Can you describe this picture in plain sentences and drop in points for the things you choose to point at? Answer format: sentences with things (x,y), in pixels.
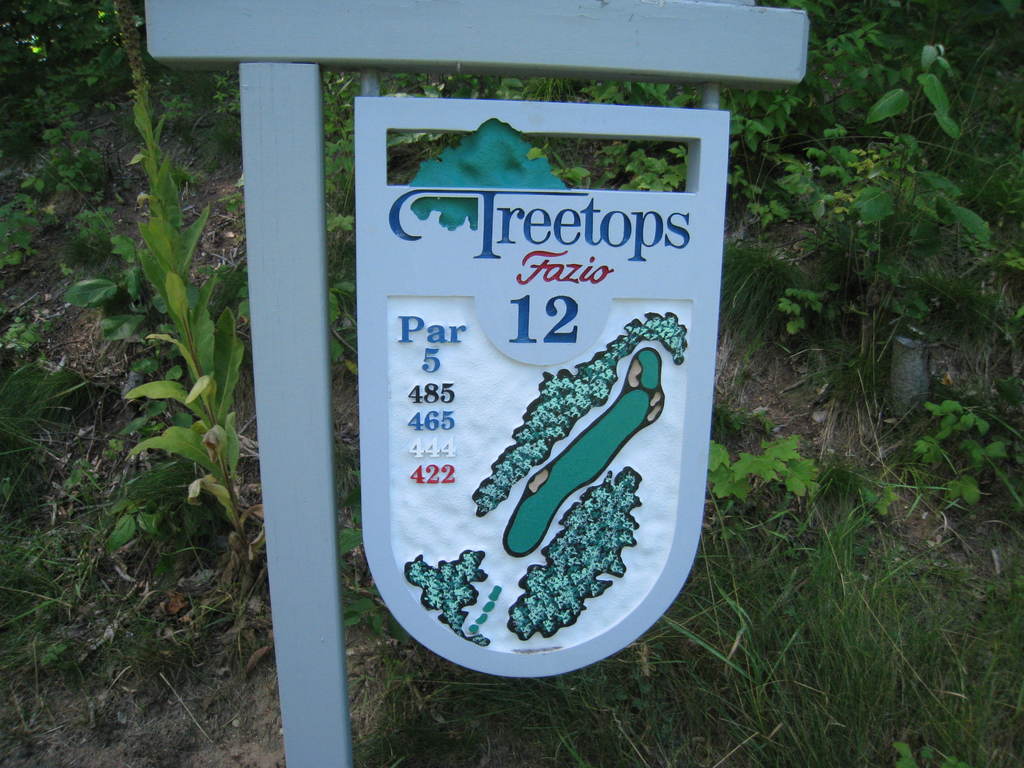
In this image there is a wooden stick (291,210) to which there is a wooden board (537,340). On the wooden board (572,433) there is route map (530,494). At the bottom (124,590) there are small plants (172,653) and stones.
